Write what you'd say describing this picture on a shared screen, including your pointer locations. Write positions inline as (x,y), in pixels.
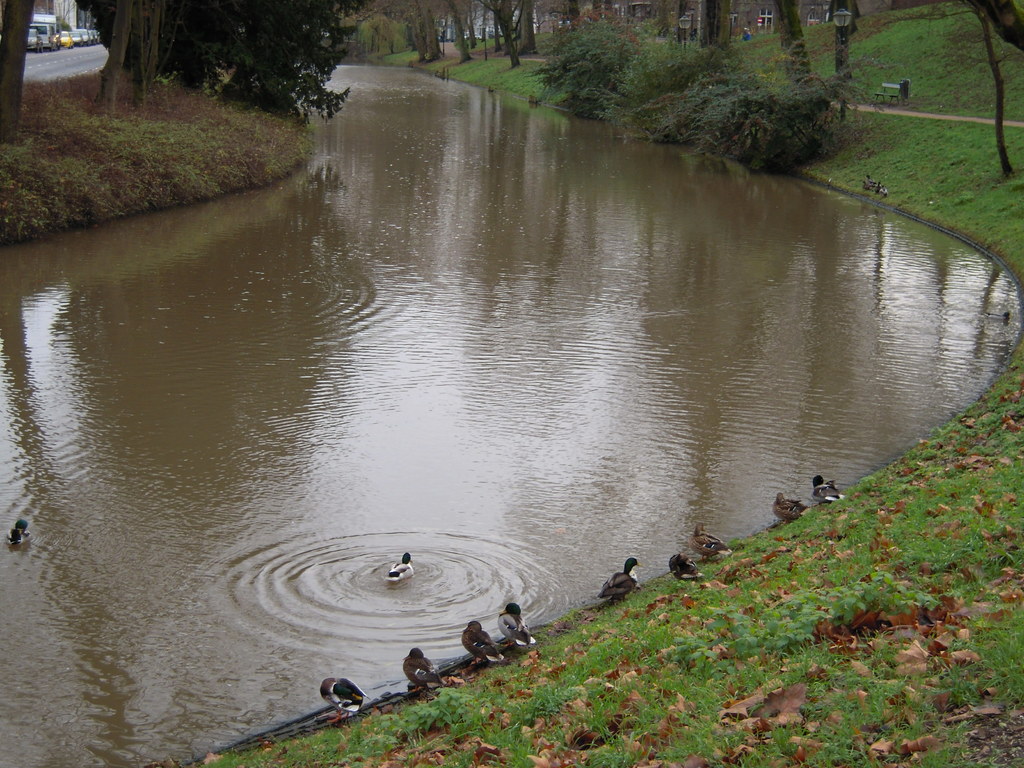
At the center of the image (349,401) there is a river (271,590) and few birds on it. On the right side of the image (865,614) there are trees (722,92) and dry leaves (877,618) on the grass (848,739). On the top left side (71,37) there are some vehicles (61,47) are on the road (82,67) and trees (178,80).
